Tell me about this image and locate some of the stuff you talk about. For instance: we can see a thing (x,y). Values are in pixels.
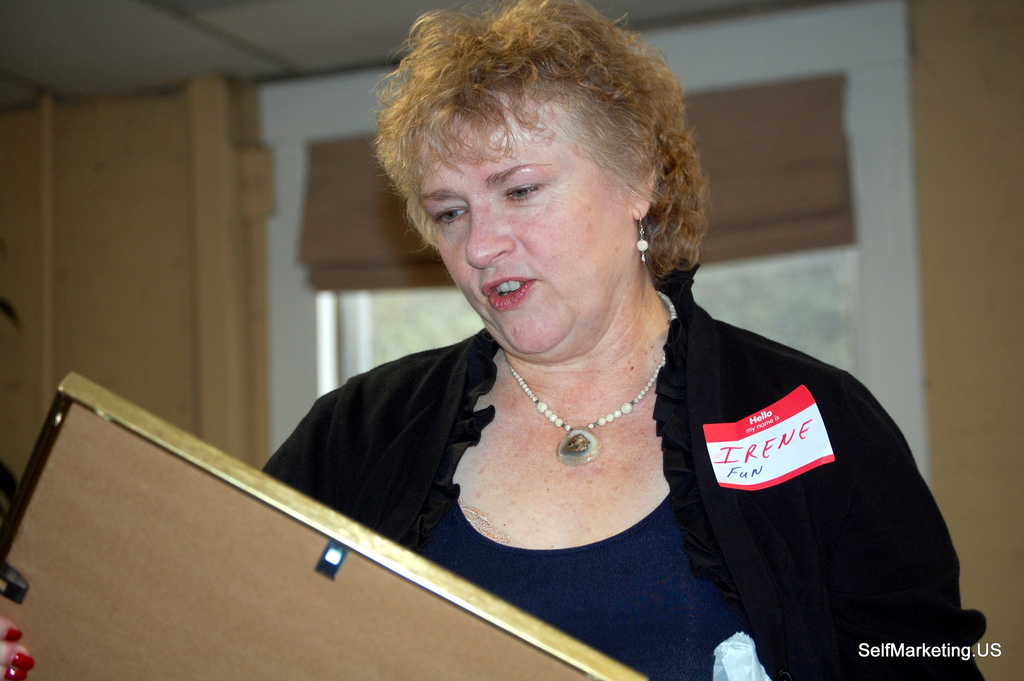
In this image we can see a woman (541,425) holding a photo frame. On the backside (320,194) we can see a window (346,331), wall (206,223) and a roof (186,69).
